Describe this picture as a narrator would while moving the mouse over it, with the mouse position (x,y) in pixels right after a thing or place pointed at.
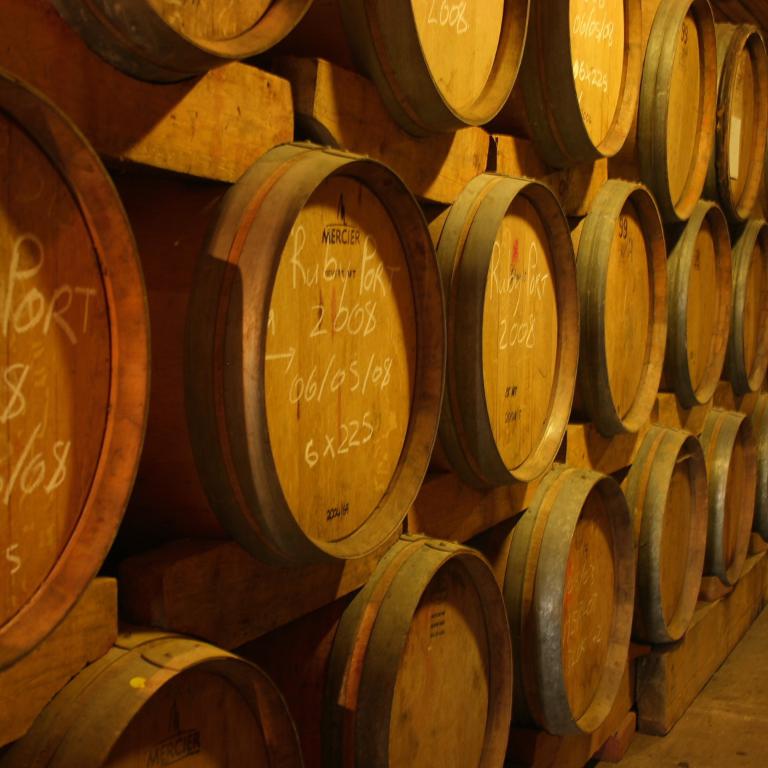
There are many barrels (342,400). On the barrels (323,277) something is written.
